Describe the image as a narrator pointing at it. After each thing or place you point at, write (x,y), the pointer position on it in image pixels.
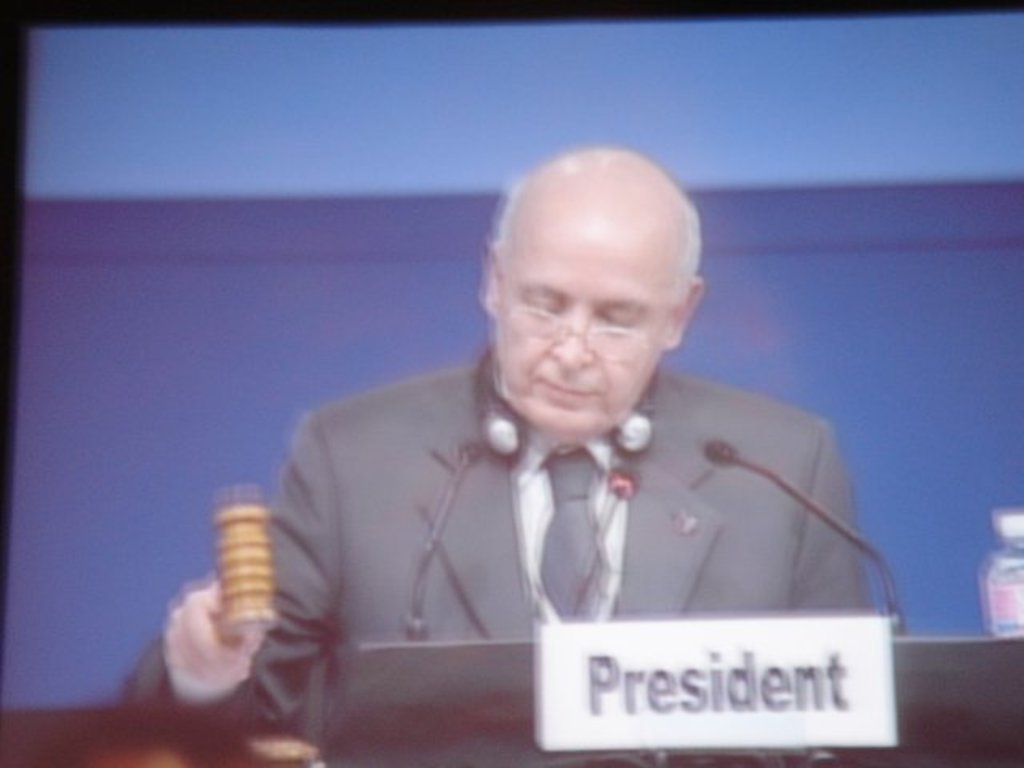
In the image we can see there is a person (647,561) standing in front of the podium (492,685) and there is mic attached to the podium (826,657). He is wearing formal suit (382,531) and holding a hammer (227,581) in his hand (220,593).
